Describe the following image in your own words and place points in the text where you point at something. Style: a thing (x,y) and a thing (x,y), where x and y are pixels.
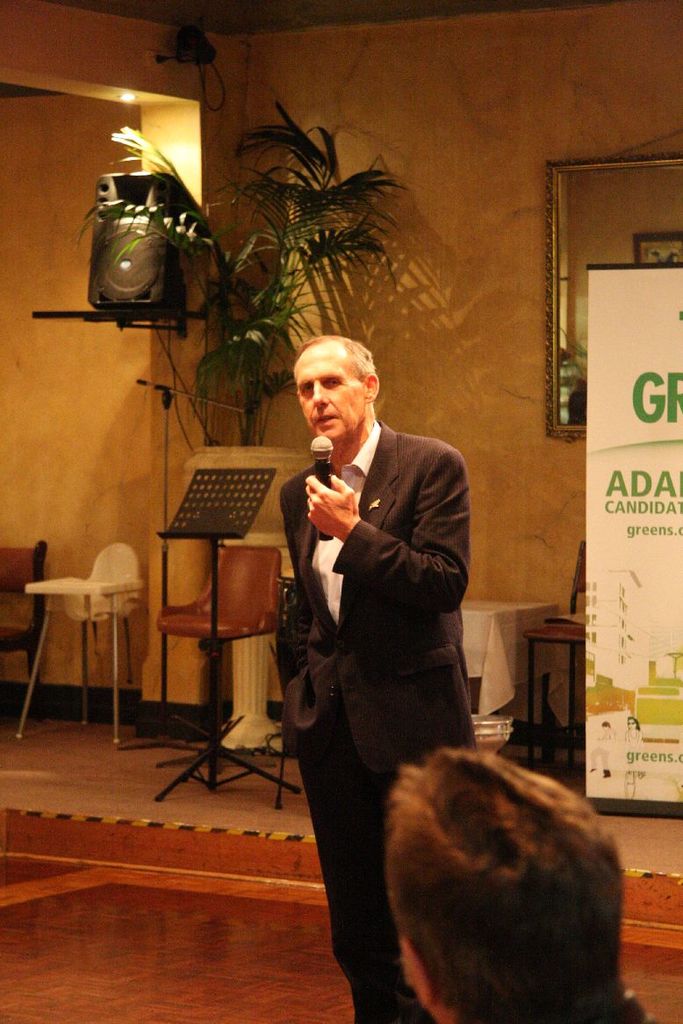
This man (337,668) wore black suit (394,658) and holding a mic (328,445). On top (143,194) there is a sound box (156,248). Beside this sound box (148,288) there is a plant (277,297). These are chairs (125,586). This is a white banner (656,497). A mirror (607,240) on wall (527,153). A table (506,610) with cloth (508,611).
